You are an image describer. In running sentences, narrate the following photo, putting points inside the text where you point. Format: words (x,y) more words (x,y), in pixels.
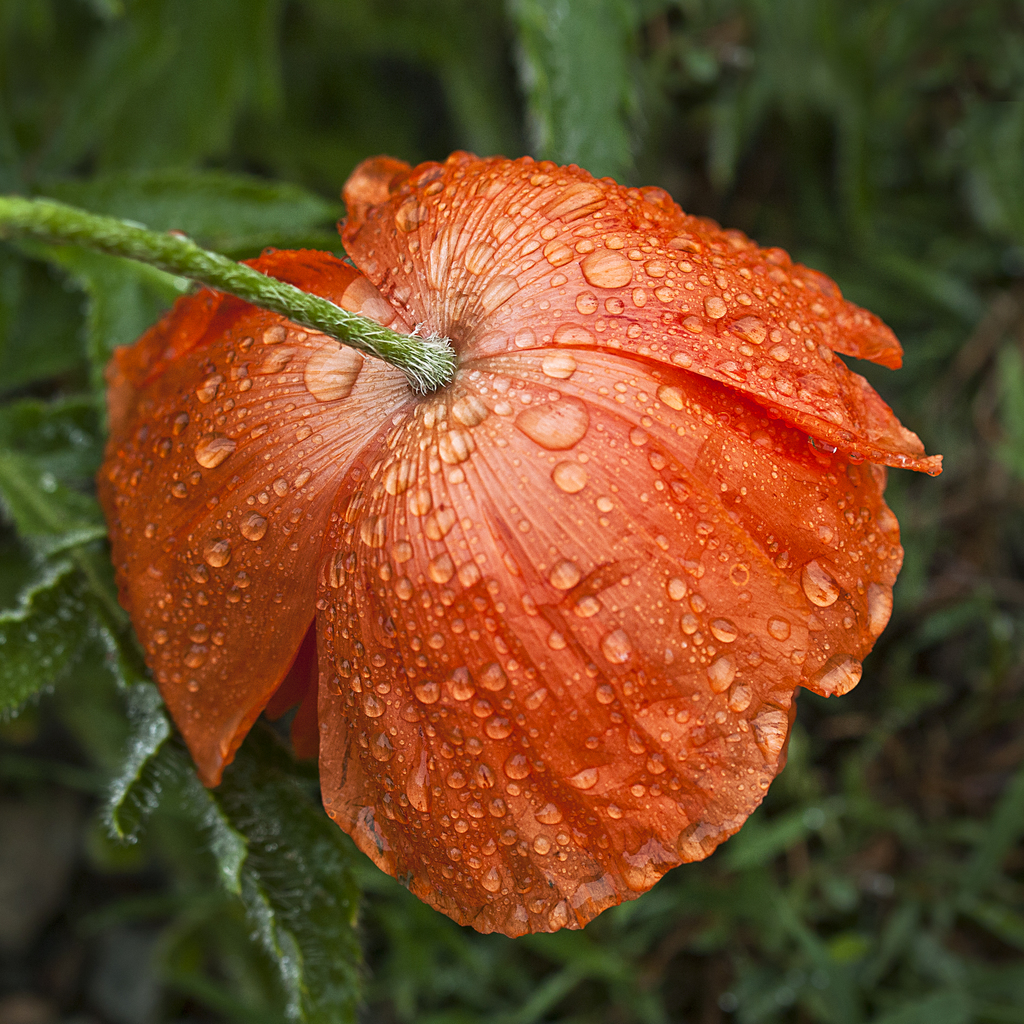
In this image there are many water drops (640,400) on the flower (508,398) and we can see there are leaves (223,851).
